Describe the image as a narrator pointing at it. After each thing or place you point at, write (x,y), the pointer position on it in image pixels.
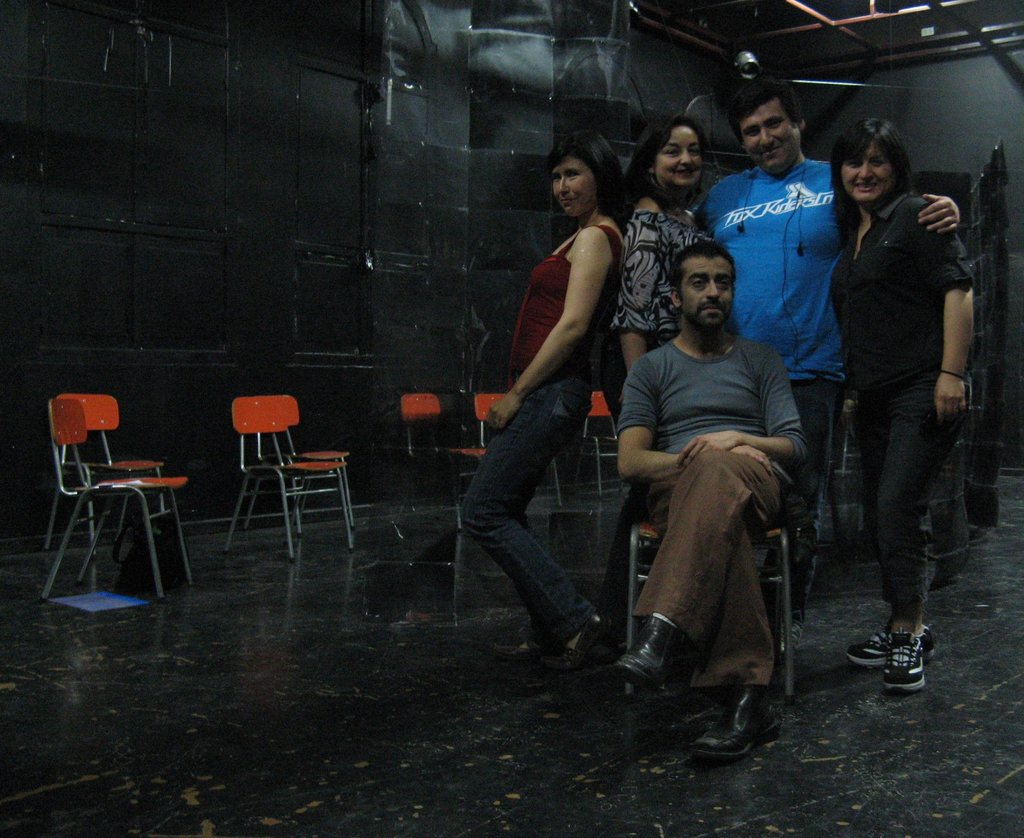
In the right (747,627) there are four persons (581,185) standing and one person (698,260) is sitting on the chair (632,552). On the left (126,479) orange color chairs (112,464) are visible. The background (392,254) is grey and black in color visible. A roof top (806,63) with rod (956,44) and light (748,58) visible. This image is taken inside a hall (1014,388).
